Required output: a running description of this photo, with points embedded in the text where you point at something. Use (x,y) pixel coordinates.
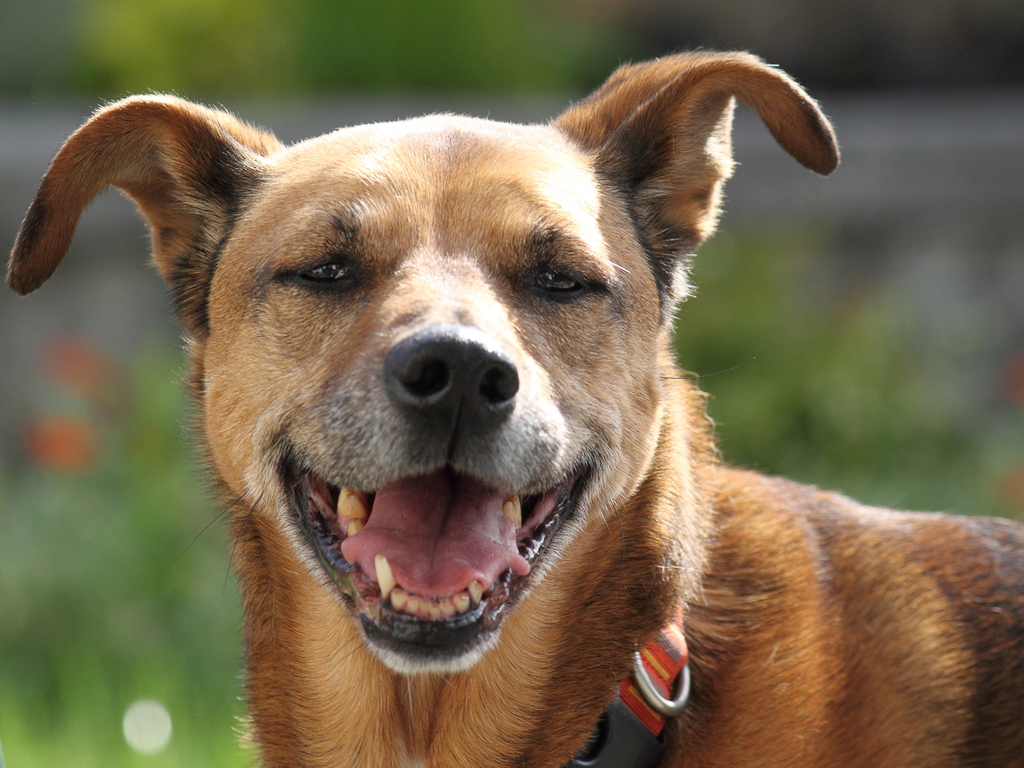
In this image I can see there is a dog (295,582) in the foreground (295,594) and smiling at someone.
